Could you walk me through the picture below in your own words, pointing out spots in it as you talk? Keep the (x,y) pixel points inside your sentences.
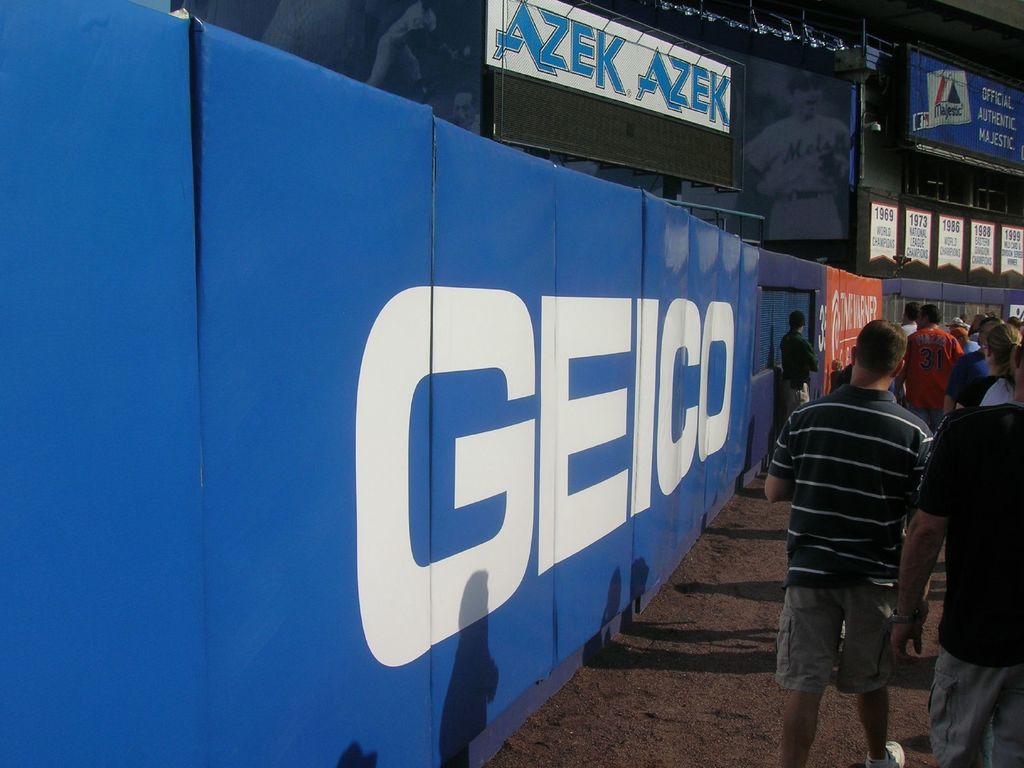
In this image I can see number of people (787,353) are standing. I can also see shadows (752,536), number of boards (710,505) and on these boards (1020,122) I can see something is written.
